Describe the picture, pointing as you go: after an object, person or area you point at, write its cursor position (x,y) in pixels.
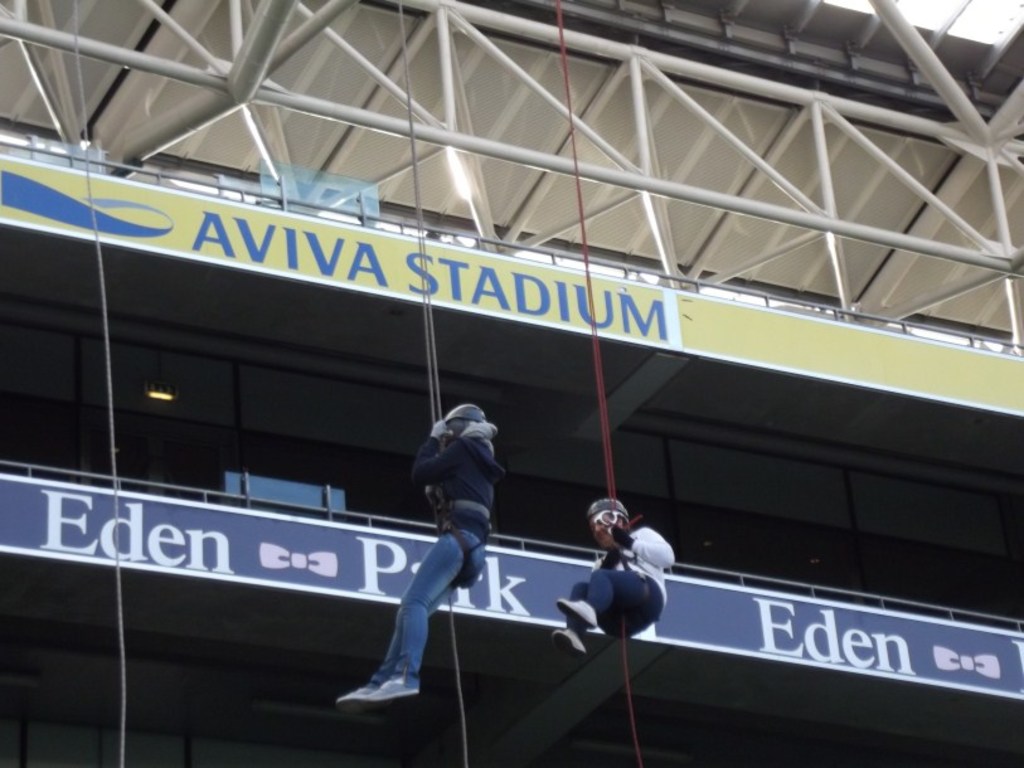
In the center of the image (454,499) we can see two people (460,423) are climbing to the ropes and wearing caps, shoes (573,615). In the background of the image (526,545) we can see the wall (326,418), boards (347,579), light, ropes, rods (887,232). At the top of the image (543,119) we can see the roof (636,28).
